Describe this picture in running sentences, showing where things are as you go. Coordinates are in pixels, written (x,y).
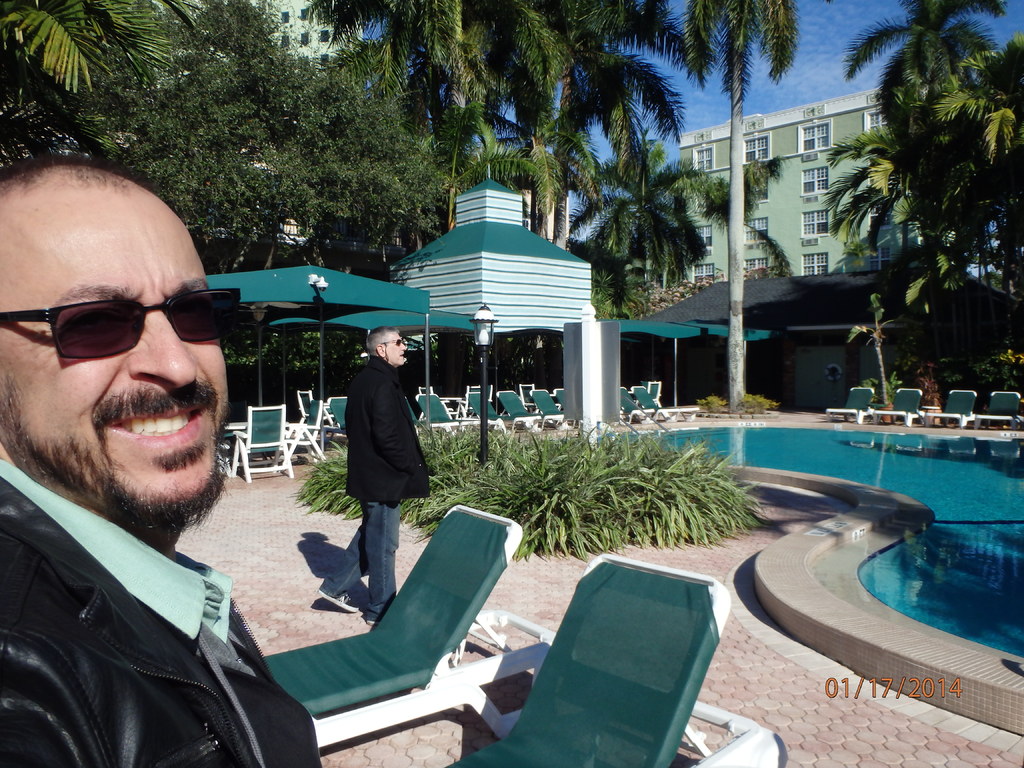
In this image there is a person (102,429) wearing goggles (81,347). Before him there are two chairs (555,722). A person (339,583) is walking on the floor (554,559) having plants (556,471), street light (481,449). There are chairs (330,416) on the path (690,420). Right side (1008,569) there is a swimming pool (944,567). Background (195,207) there are trees (912,243) and buildings (756,203). Top of the image (810,83) there is sky (828,36).
